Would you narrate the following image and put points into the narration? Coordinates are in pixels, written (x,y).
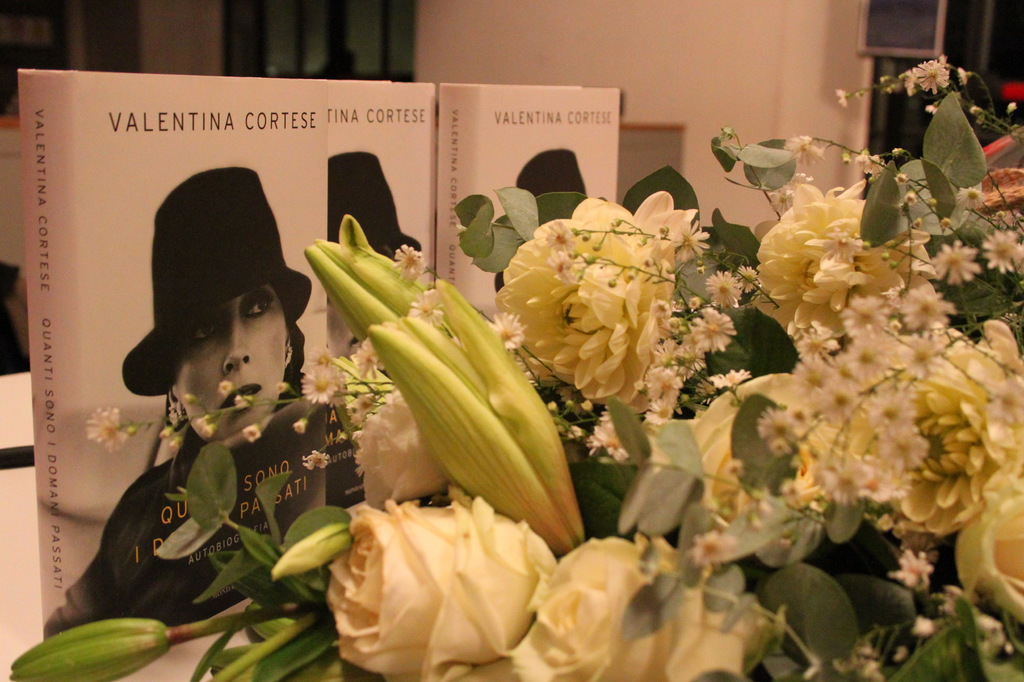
In the center of the image (527,331), we can see a bouquet (500,456) and some books (221,325) are on the table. In the background (602,36), there is a wall (646,49) and we can see windows (300,11) and curtains (404,50).
